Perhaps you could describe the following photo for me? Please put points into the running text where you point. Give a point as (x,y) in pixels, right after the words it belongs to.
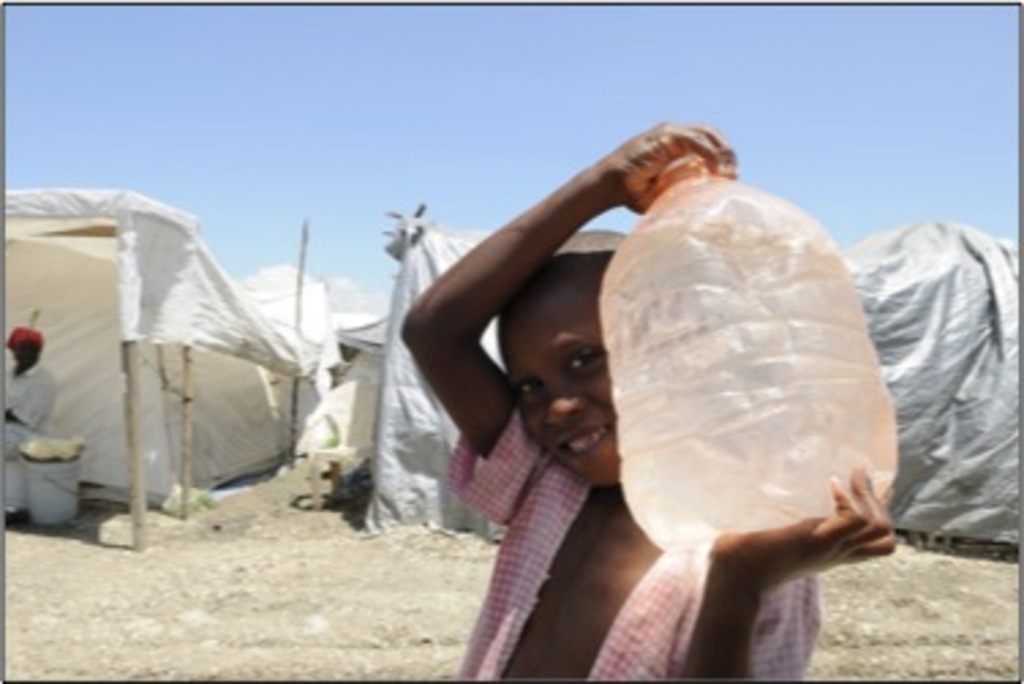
In this image I see a boy (584,340) who is holding a can (643,362) in his hands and I see that he is smiling and I see the ground (76,575). In the background (35,507) I see a person (14,448) over here and I see the white color bucket (57,496) over here and I see few huts (236,321) and I see the sky (538,147) in the background (374,70).
